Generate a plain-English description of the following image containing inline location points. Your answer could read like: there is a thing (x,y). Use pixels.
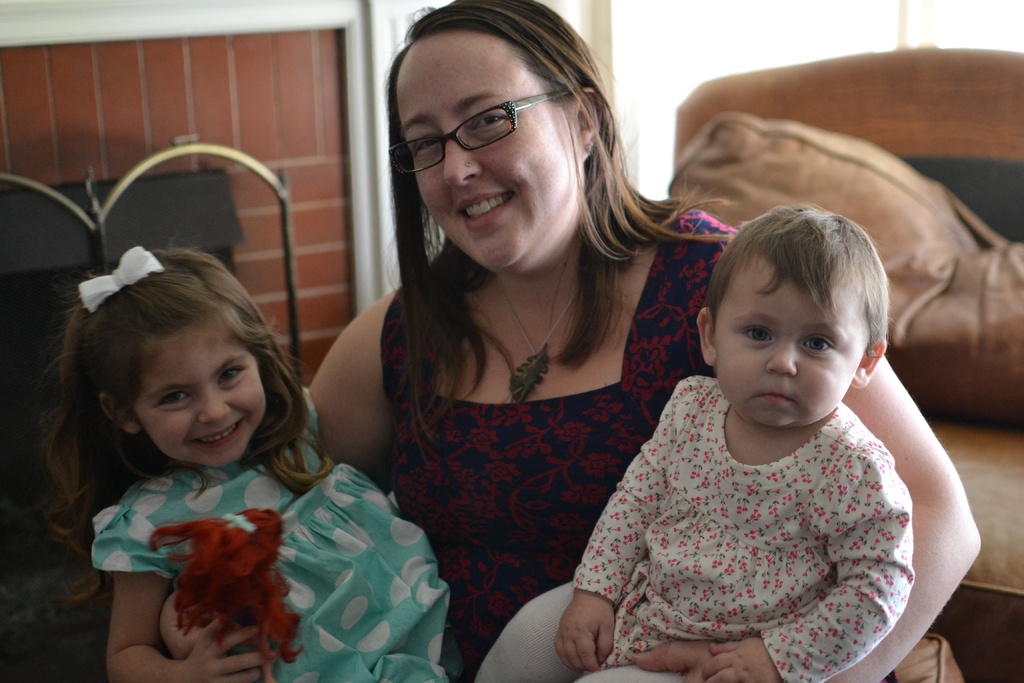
In this image, I can see the woman (491,472) sitting and smiling. She is carrying two kids (411,560). I think this is a couch (955,344) with a cushion (938,268). In the background (185,123), that looks like a wall (332,168). I think this is an object (113,192).
